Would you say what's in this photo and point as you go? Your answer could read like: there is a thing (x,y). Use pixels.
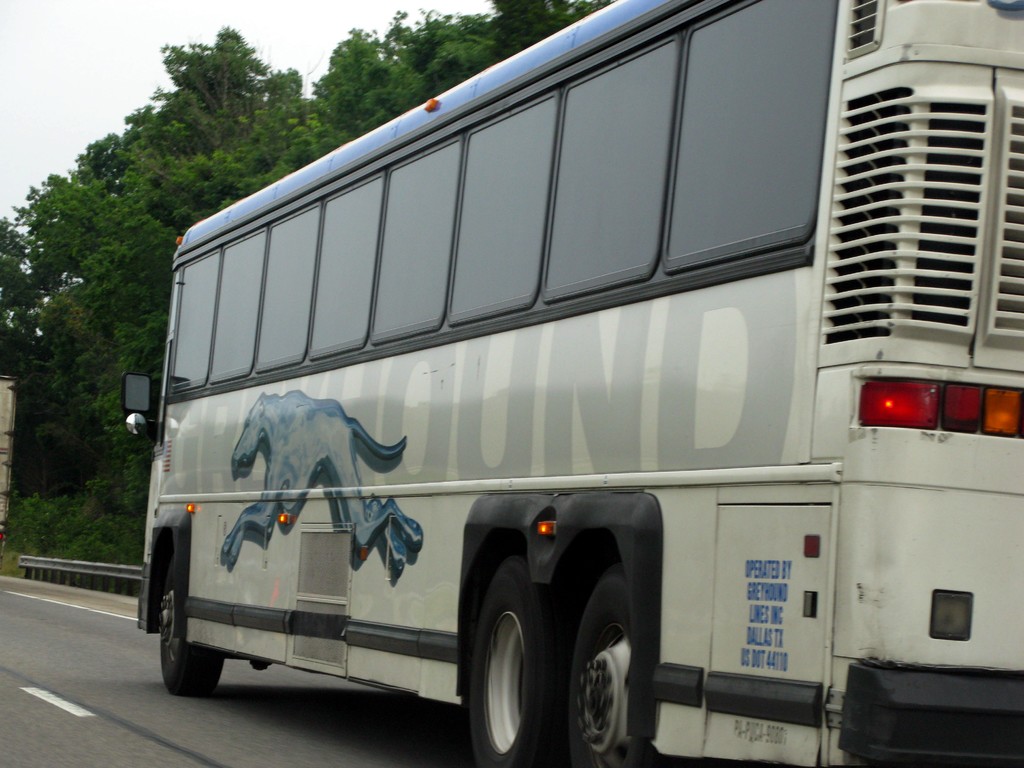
In this image a bus (457,533) is moving on road (125,686), in the background (127,203) there are trees (344,65).
